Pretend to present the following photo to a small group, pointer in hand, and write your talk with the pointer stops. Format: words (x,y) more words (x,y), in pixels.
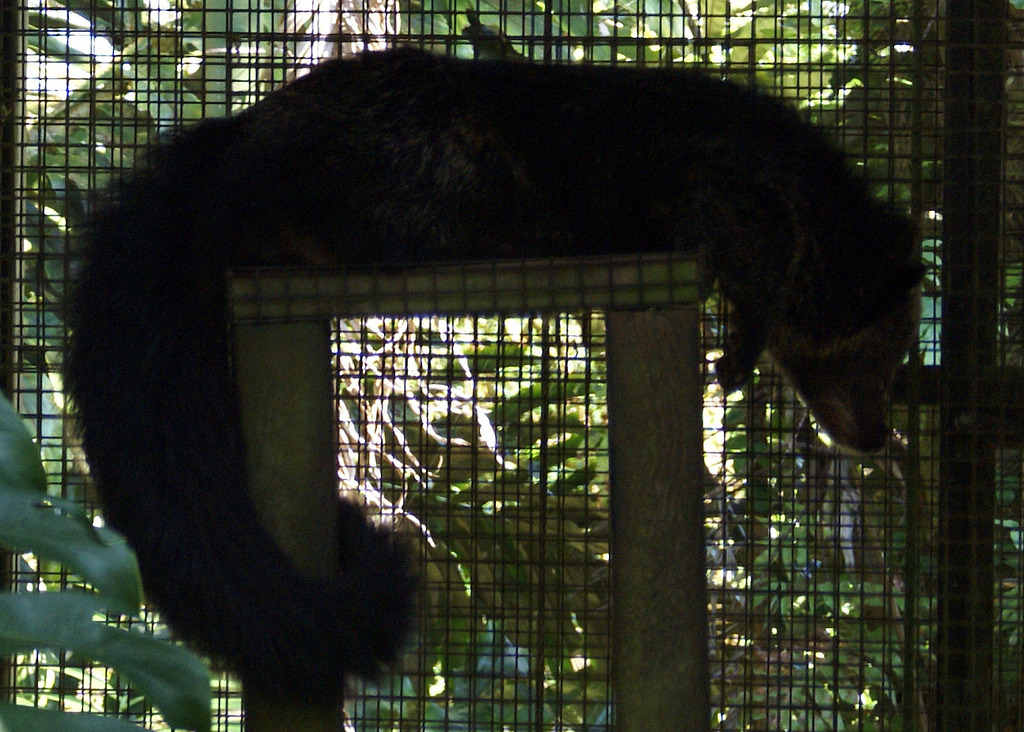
In the picture there is an animal (452,164) lying on a stool (517,271) and behind the animal (437,161) there is a mesh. Behind the mesh (276,45) there are some plants (489,503).
